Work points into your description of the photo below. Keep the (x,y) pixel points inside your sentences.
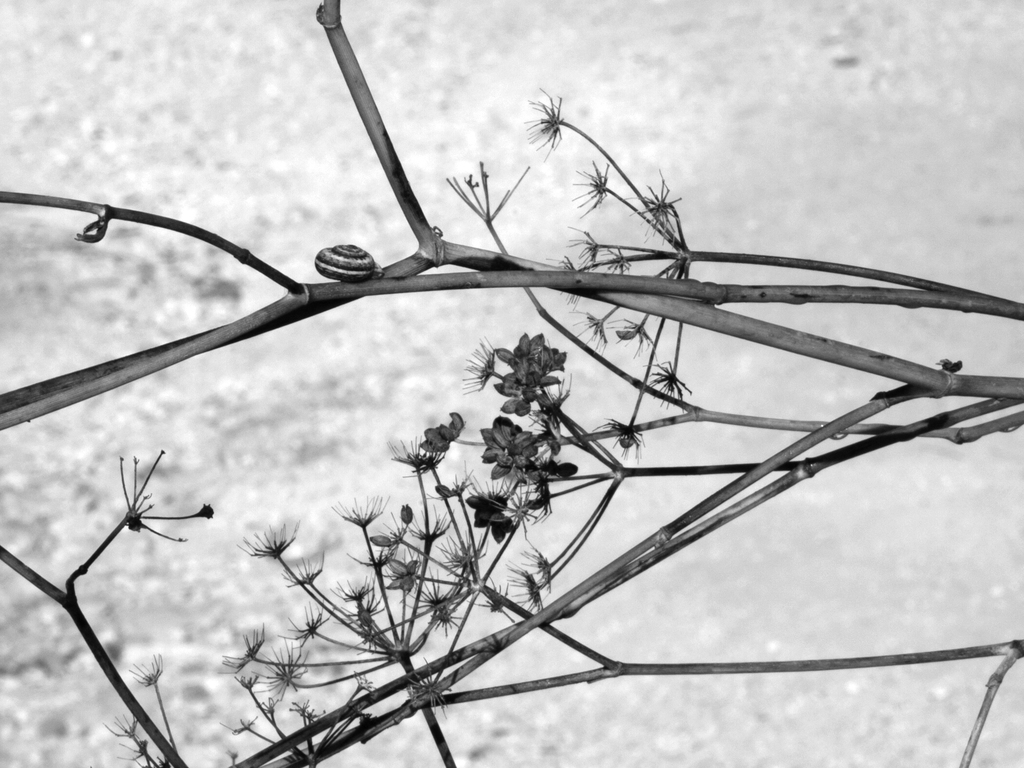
In this image I can see stems (491,267) and flowers (456,551) of a plant (365,594). This is a black and white image.
